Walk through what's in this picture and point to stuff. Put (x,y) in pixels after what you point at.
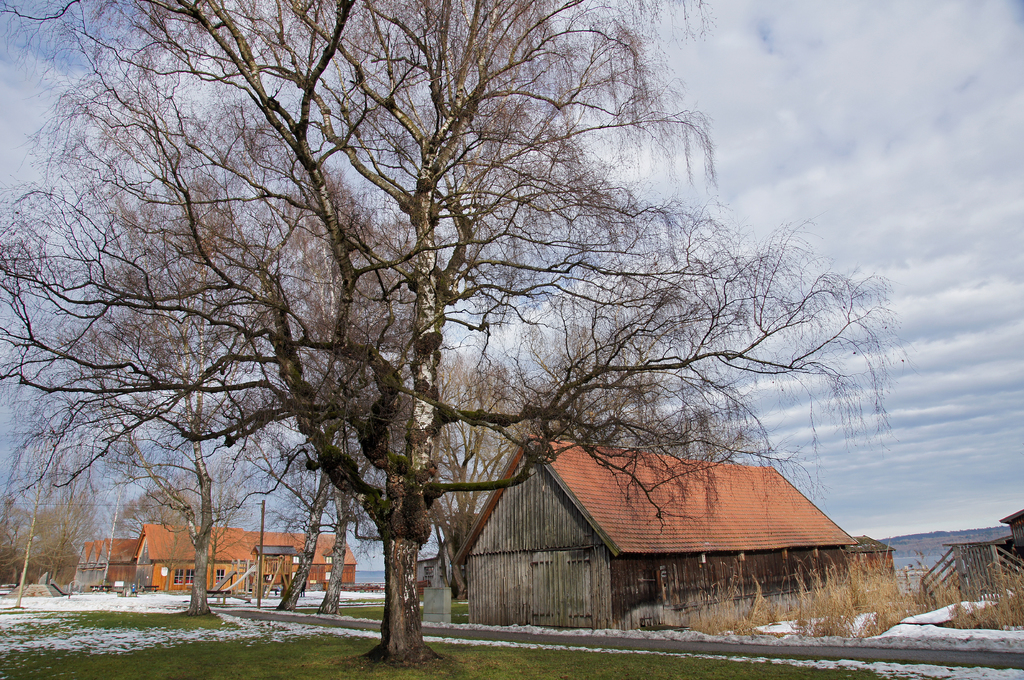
In the picture I can see trees (356,427), buildings (351,556), the grass (486,648) and plants (722,602). In the background (366,548) I can see trees (211,576), the sky (918,478) and some other objects (967,591) on the ground (235,609).
